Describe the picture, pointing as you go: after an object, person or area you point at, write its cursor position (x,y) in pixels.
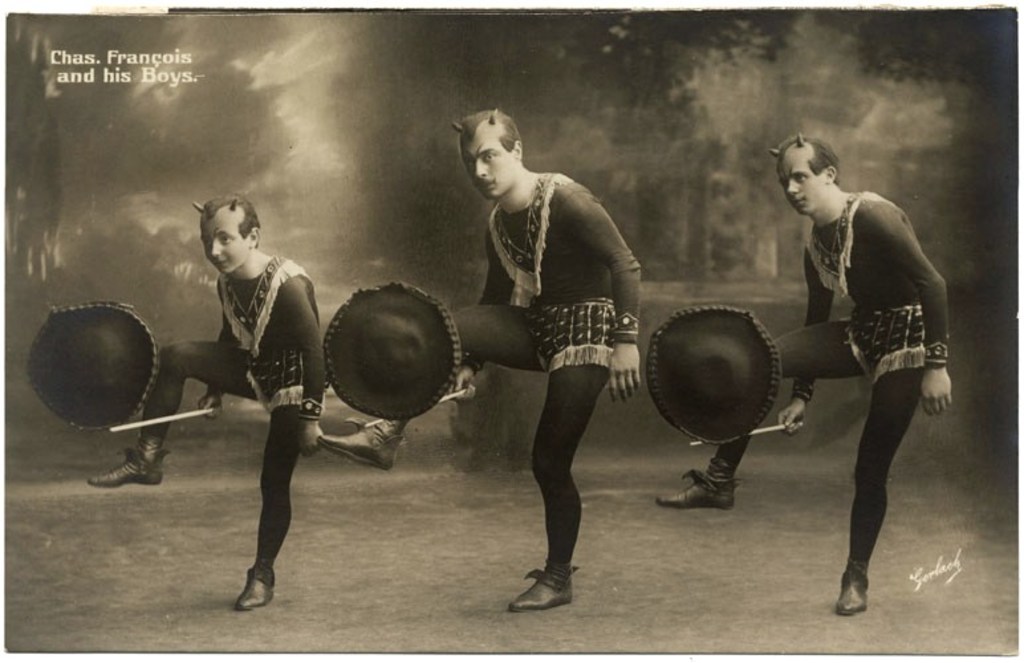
This is a black and white image. Here I can see three persons (505,282) wearing costumes (274,325), holding sticks (753,431) in the hands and standing. In front of these people (259,388) there are three hats (366,358). It seems like they are playing some actions with these Hats (330,340). The background (804,76) is blurred. In the top left (113,64), I can see some text (121,56).
